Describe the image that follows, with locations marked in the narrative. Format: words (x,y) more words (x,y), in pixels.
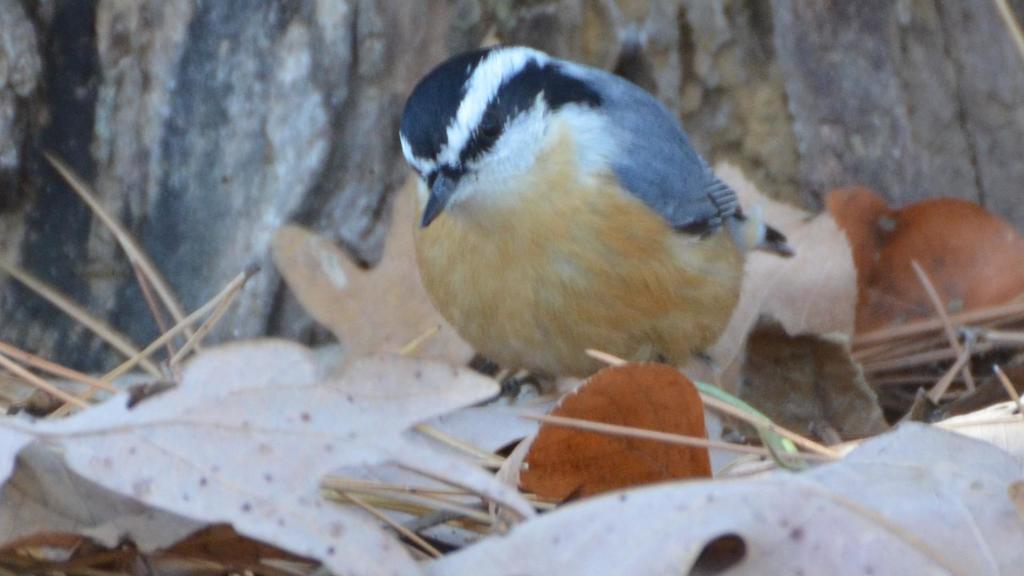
In this image, in the middle (531,203), we can see a bird (645,282) which is on the leaves (430,368) and thorns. In the background (486,3), we can see a wooden trunk (196,11). At the bottom (327,447), we can see leaves (530,531) and thorns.
